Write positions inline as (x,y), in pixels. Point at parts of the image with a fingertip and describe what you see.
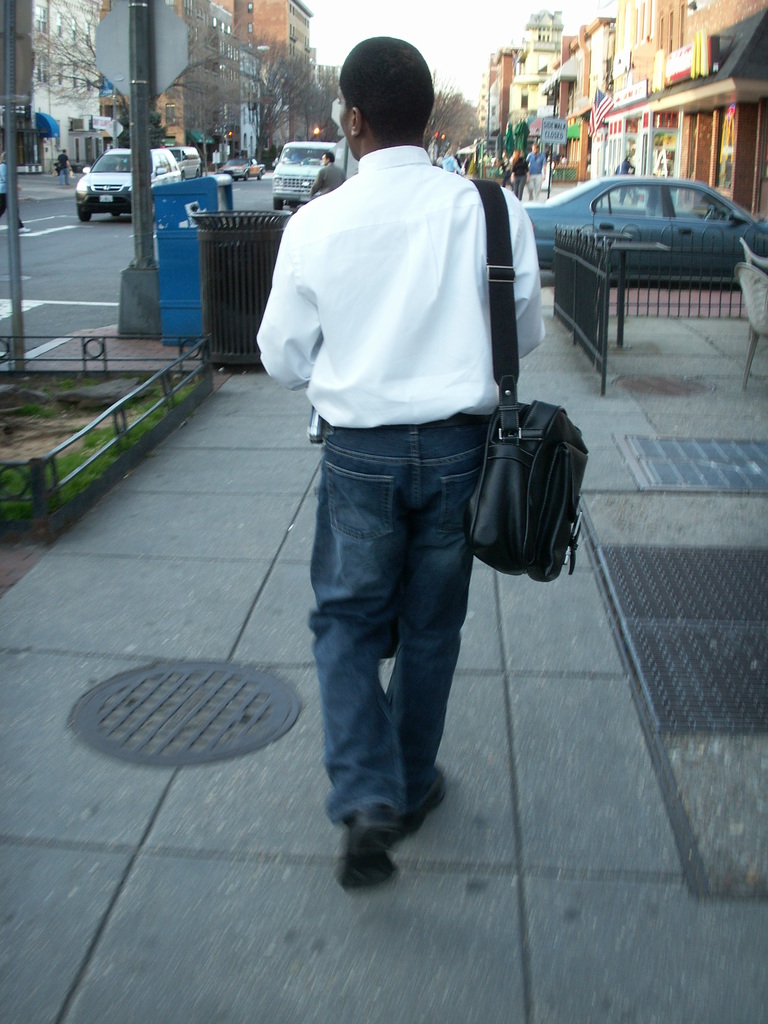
Here a man (409,611) is walking on the floor (762,510) and carrying a bag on his shoulder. In the background (228,309) there are poles (16,270), dustbins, fence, chairs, vehicles (95,174) on the road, trees (273,107), buildings (305,50), flags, few people (537,164) standing on the floor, hoardings (548,129) and sky (442,36).
